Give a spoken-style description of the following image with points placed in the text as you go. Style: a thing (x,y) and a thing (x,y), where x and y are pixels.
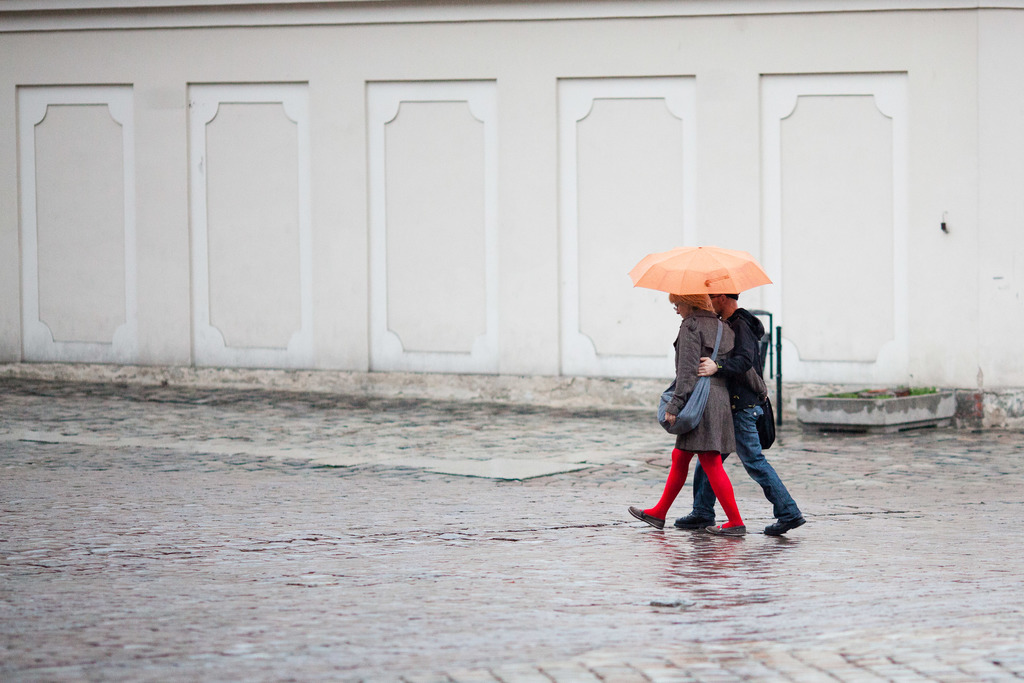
2 people (728,338) are walking holding an umbrella (692,265). There is a wall (826,150) at the back (600,173).
